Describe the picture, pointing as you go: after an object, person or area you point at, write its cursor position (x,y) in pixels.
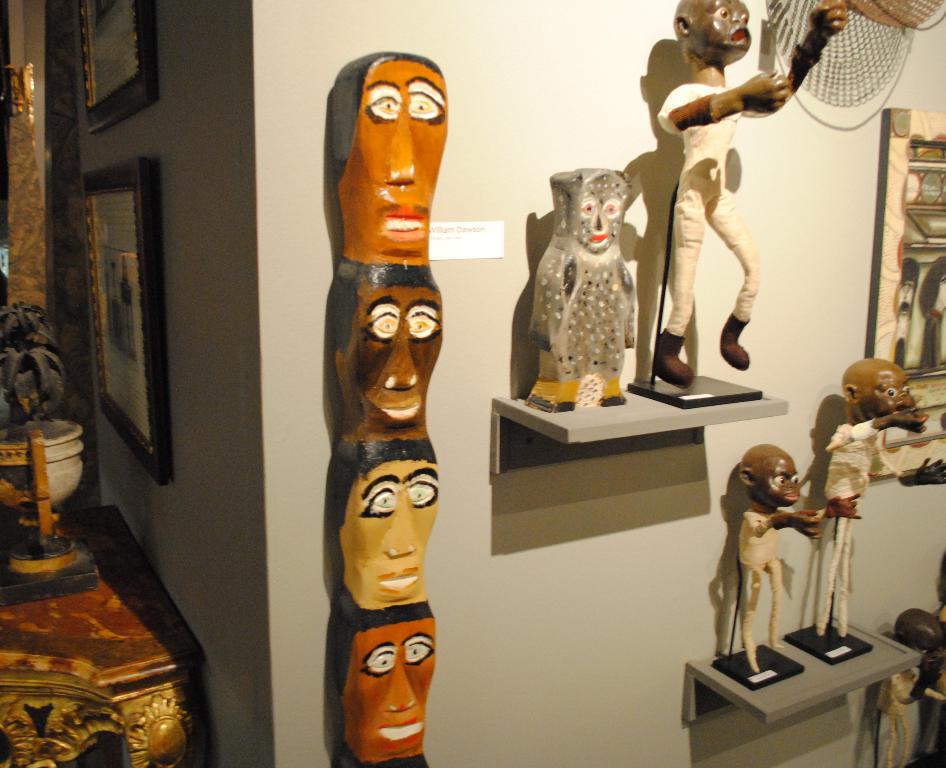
In this image we can see the photo frames (128,94) on the wall (258,509), there are shelves (625,427) with some statues (733,100) and also we can see a table (100,726) with a potted plant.
